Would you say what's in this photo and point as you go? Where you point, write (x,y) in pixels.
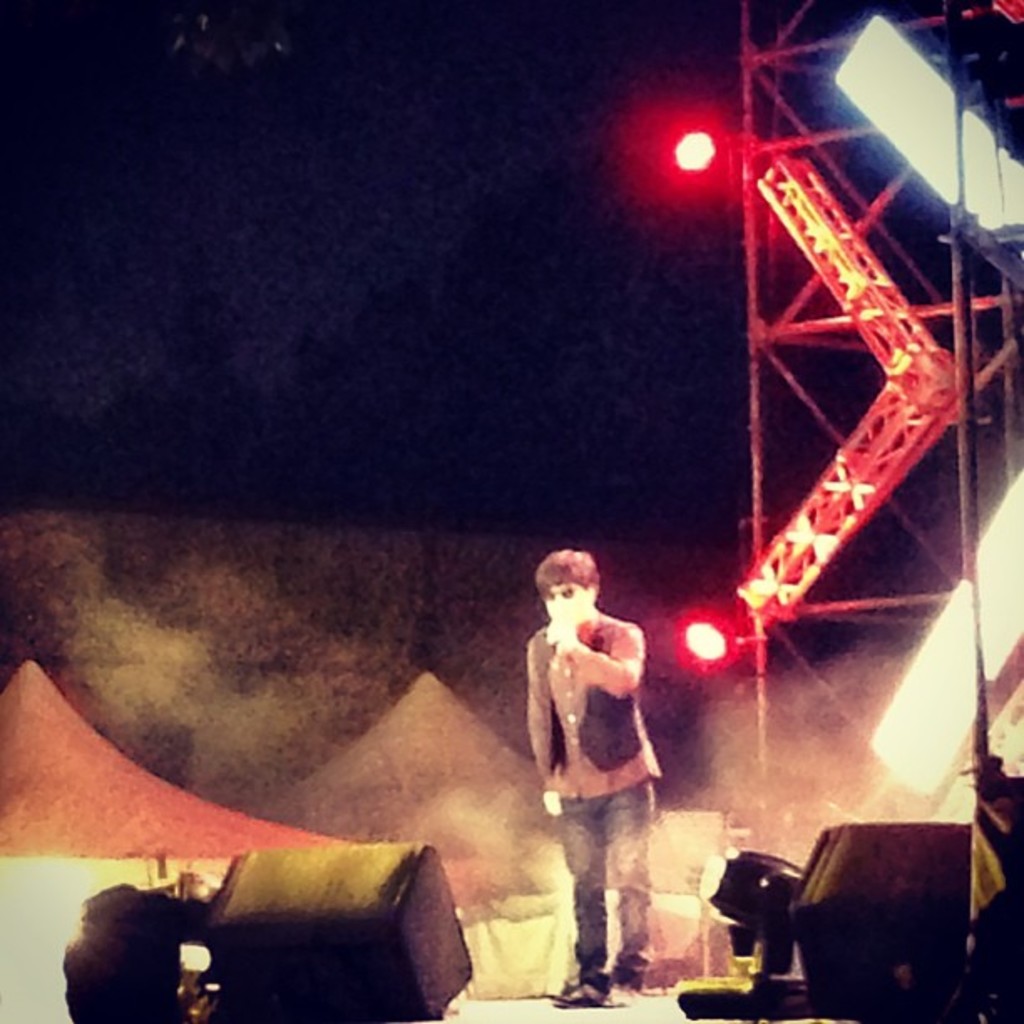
In this image I can see a man (591,725) is standing. On the right side (748,251), I can see the lights (695,151) and rods (919,377).
